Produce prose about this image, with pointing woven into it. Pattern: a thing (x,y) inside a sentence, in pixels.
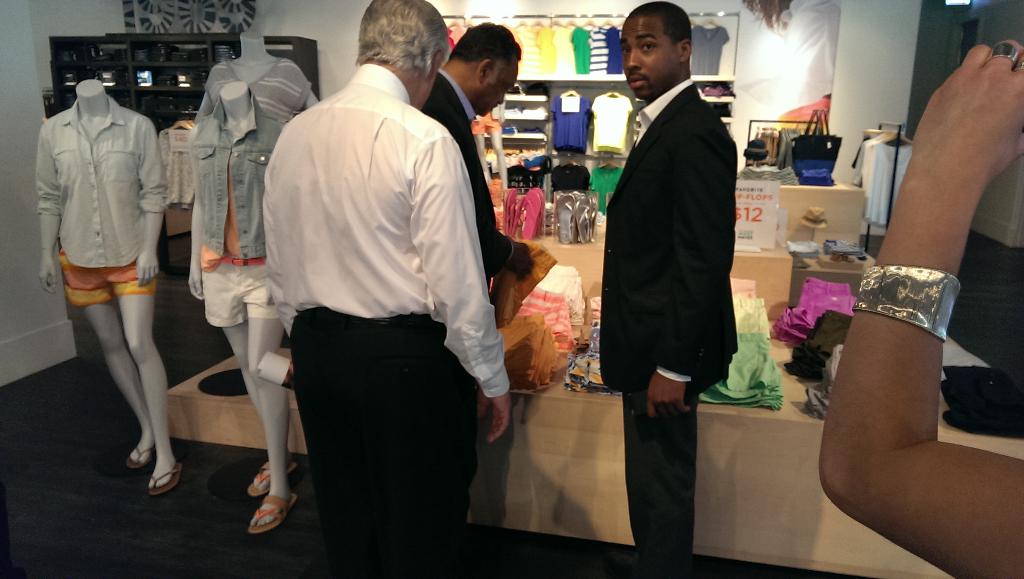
In the middle (457,255) a man (330,284) is standing, he wore a white color shirt (393,191) and black color trouser (415,335). In the left side (106,364) there are human shaped dolls (71,286) and these are the clothes (728,399) in the middle of an image (534,377).
